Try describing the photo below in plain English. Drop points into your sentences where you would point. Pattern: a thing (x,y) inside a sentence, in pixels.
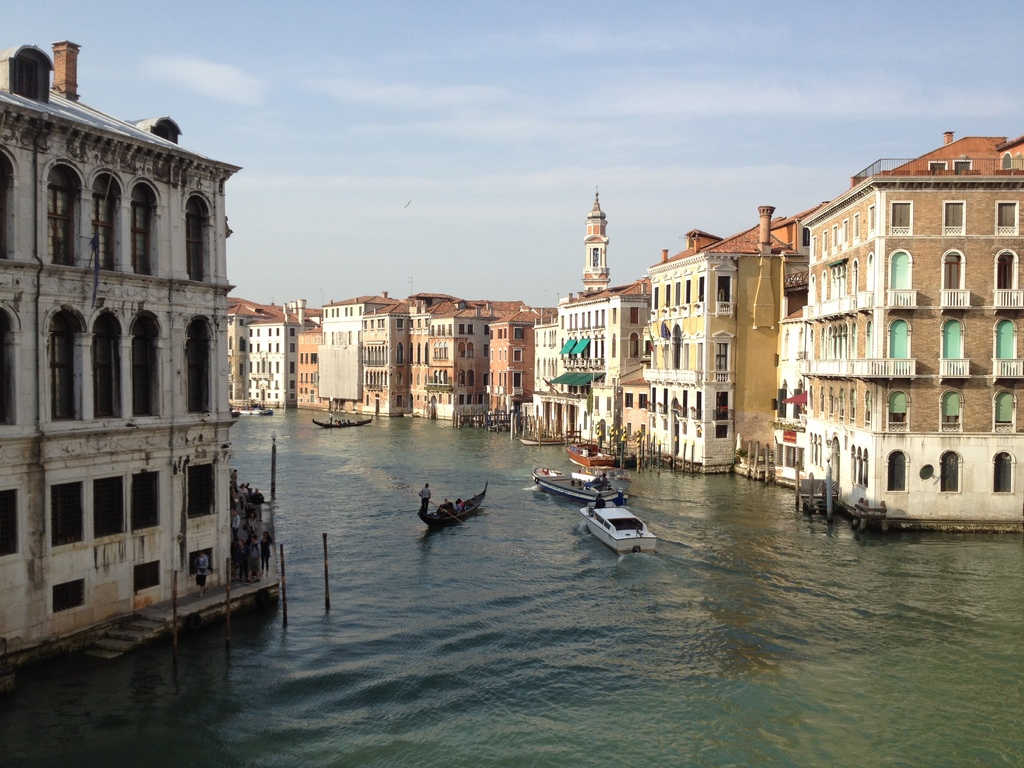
In this picture I can see some boats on the water surface (478,555), around there are some buildings (92,497).
